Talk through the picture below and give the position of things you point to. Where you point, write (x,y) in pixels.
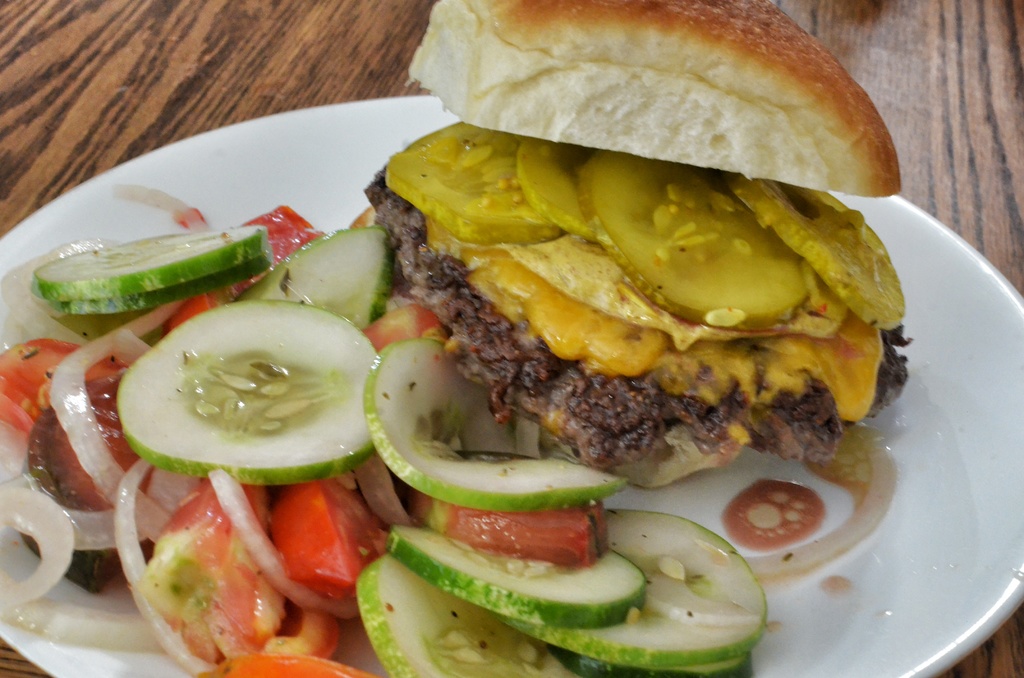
The picture consists of a food item (661,200) served in a plate (197,200). The plate (217,194) is placed on a table (158,57).
